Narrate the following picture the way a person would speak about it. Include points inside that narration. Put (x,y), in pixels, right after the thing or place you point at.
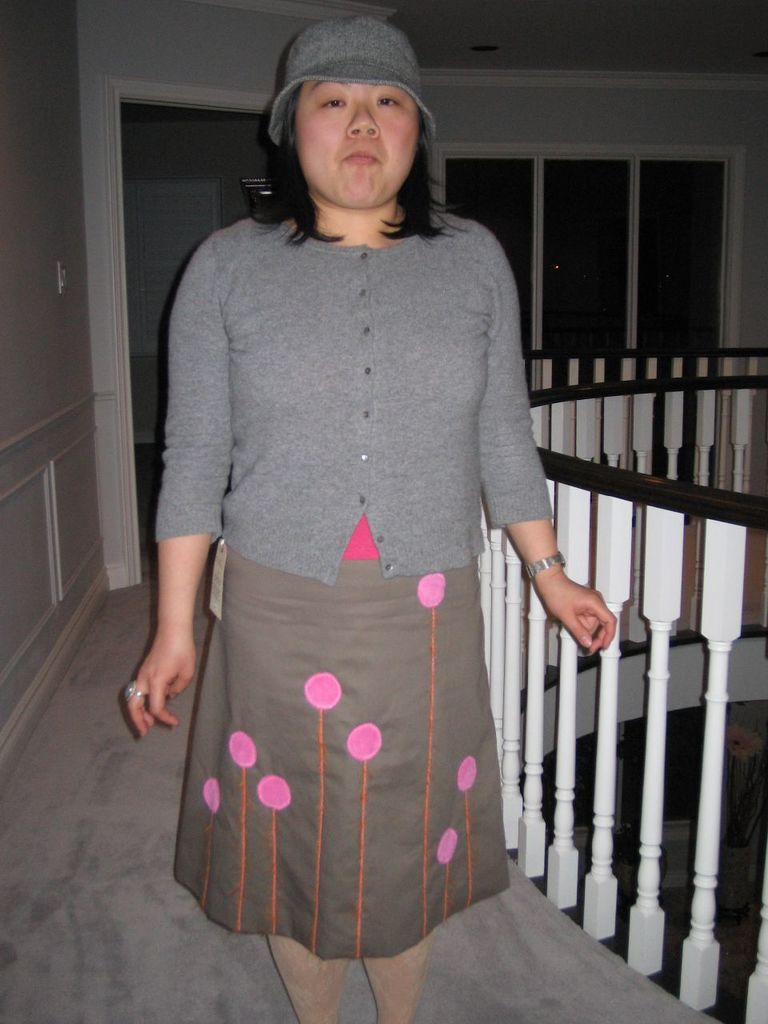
There is a woman (294,157) in gray color cardigan (333,250), wearing a gray color cap (405,81) and standing. On the right side (708,802), there is a wooden fence (586,426). In the background (50,354), there is a white wall (749,208) having glass windows (620,177).
